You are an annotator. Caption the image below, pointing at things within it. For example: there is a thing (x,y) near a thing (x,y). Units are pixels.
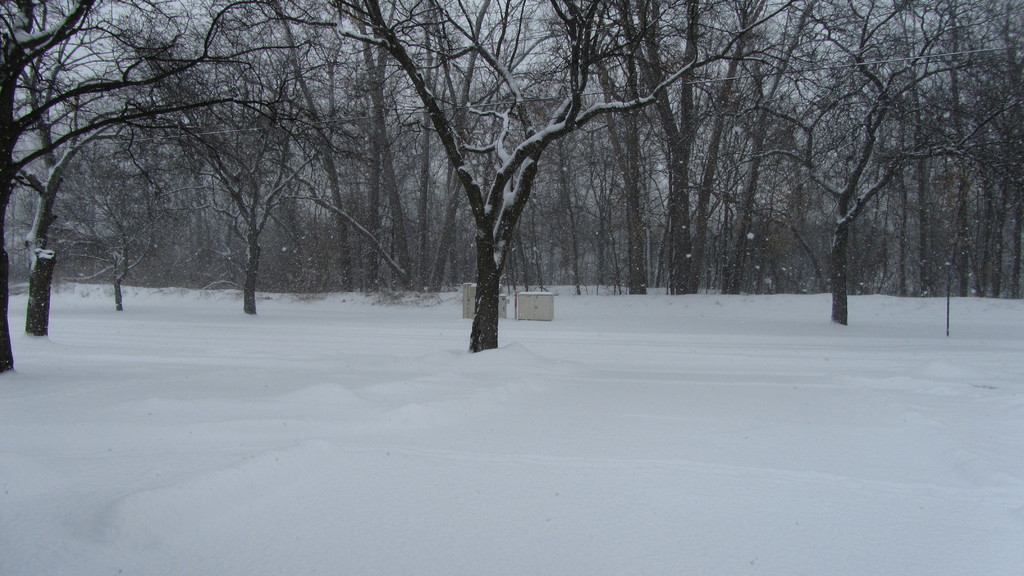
In this picture we can see snow (409,393), boxes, pole (947,262) and trees (488,319). In the background of the image (493,41) we can see the sky (511,41).
